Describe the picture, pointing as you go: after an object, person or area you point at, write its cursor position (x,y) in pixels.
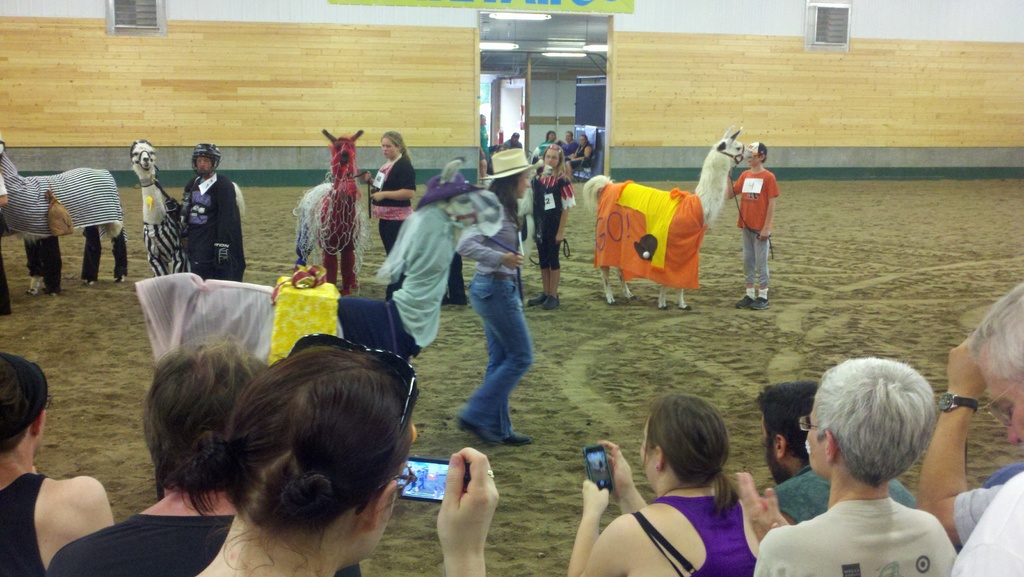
In this image in the front (206,439) there are persons (206,439) standing and holding mobile phones (428,496) in their hands (597,491). In the center (354,340) there are persons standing and there are animals (464,198). In the background (325,97) there is a wall (162,90) and there are windows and there are persons (545,147) sitting.
